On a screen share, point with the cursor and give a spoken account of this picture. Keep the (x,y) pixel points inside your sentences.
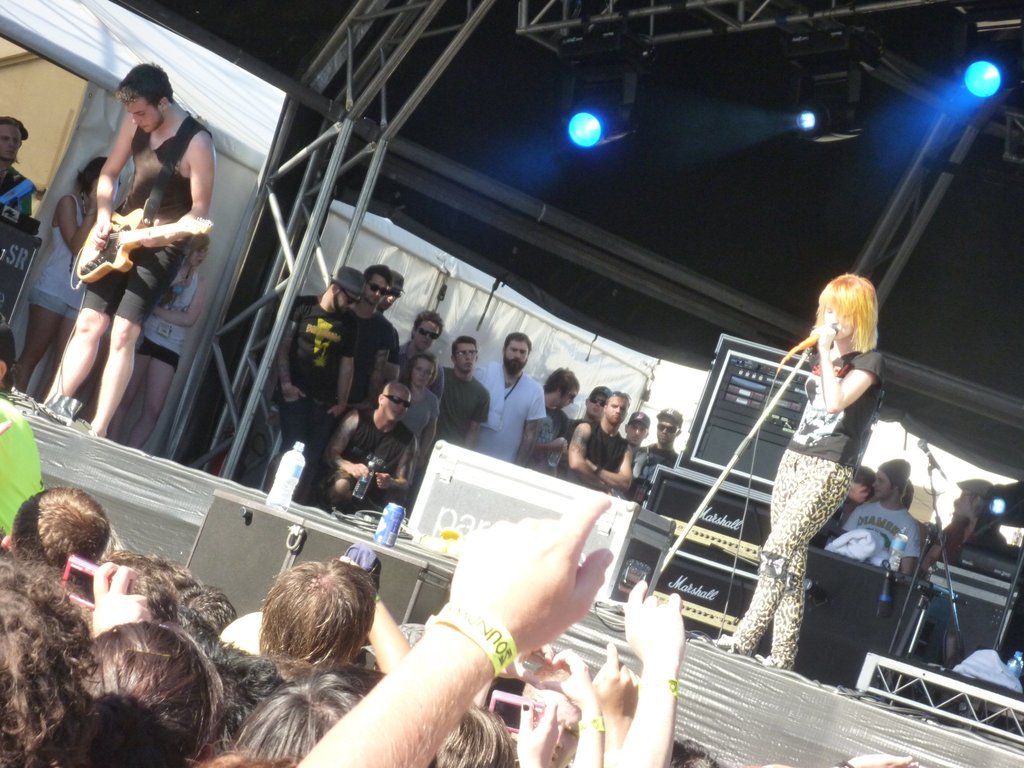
In this image we can see a few people (526,440) standing on the stage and a few people (377,628) standing on the ground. We can see a person (823,342) standing and holding a microphone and the other person (111,382) playing a musical instrument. In the background (722,403), we can see the speakers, boxes (733,429), bottles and few objects (958,670). At the top (591,33) we can see the lights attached to the rod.
